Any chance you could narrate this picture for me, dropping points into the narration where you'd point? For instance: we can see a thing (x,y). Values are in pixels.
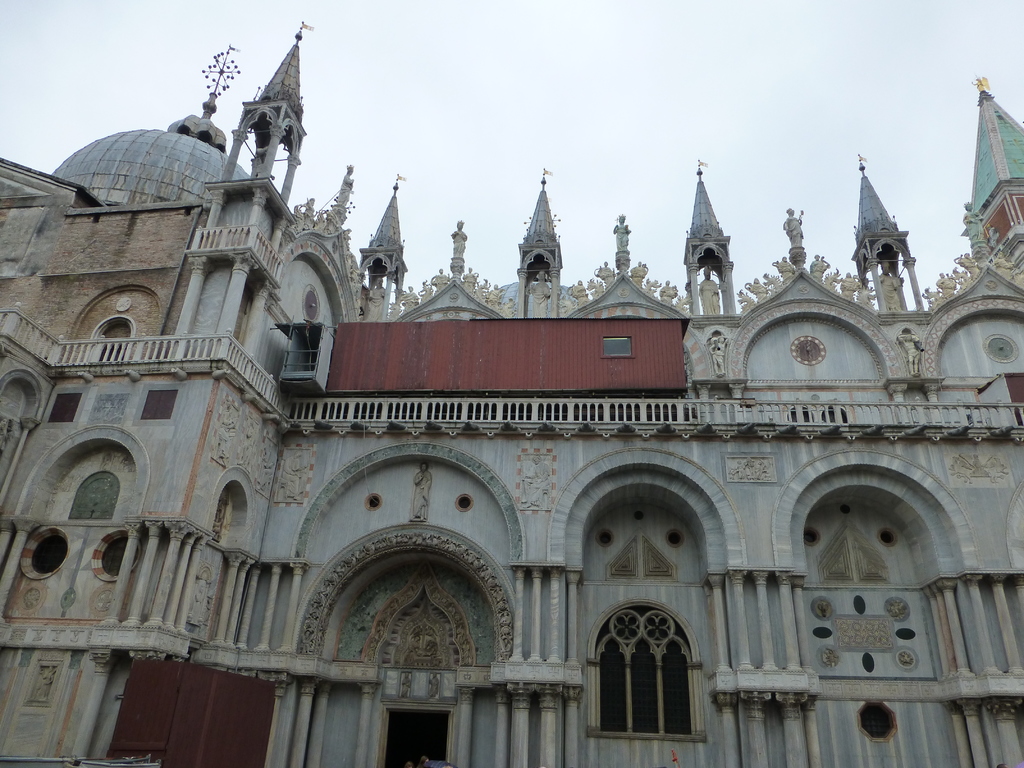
In this image we can see a building (496,492). On the building (306,513) we can see some sculptures (424,485) and at the top (549,188) we can see the sky (421,115).
